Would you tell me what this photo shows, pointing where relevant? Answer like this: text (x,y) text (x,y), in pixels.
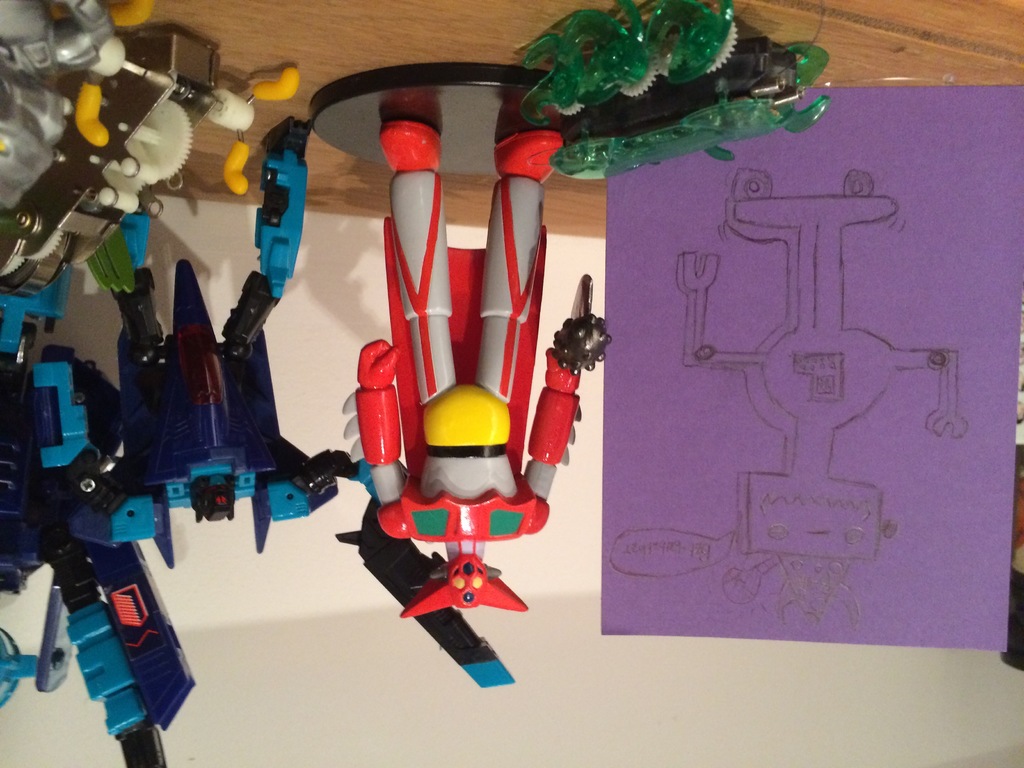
In the image in the center (484,333), we can see different color toys (254,369) and paper (776,325). In the background (465,699) there is a wall (721,641).
